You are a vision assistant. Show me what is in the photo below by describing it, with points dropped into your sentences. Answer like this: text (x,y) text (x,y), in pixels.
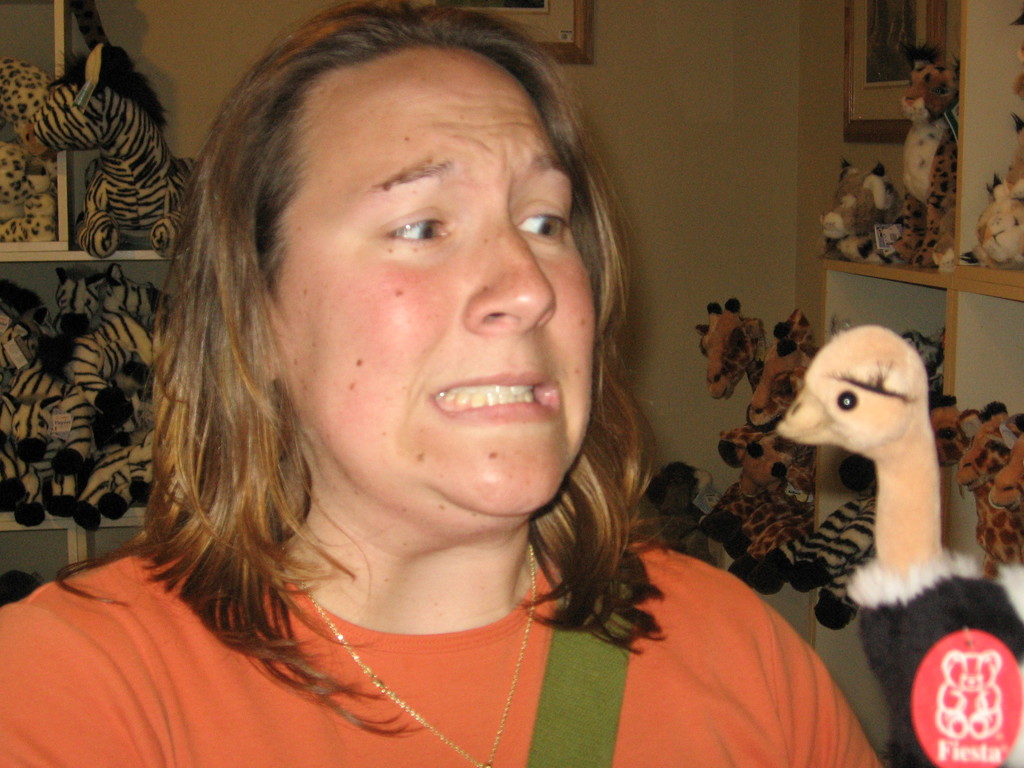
In this image we can see a woman (482,513). In the background (117,110) there are different types of toys (127,102) arranged in the shelves (816,482).
